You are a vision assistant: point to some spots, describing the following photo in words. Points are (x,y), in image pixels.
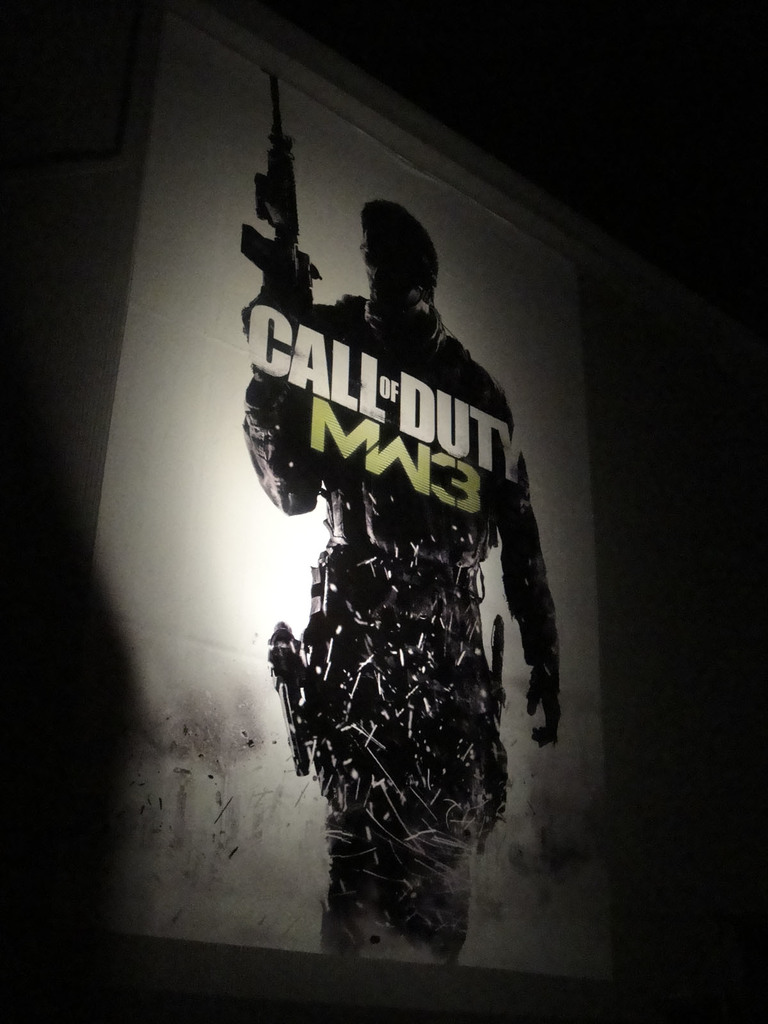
In the center of the image (402,652) we can see poster (546,662) on the wall (668,656). In the poster (547,626) we can see person (349,326) holding gun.
